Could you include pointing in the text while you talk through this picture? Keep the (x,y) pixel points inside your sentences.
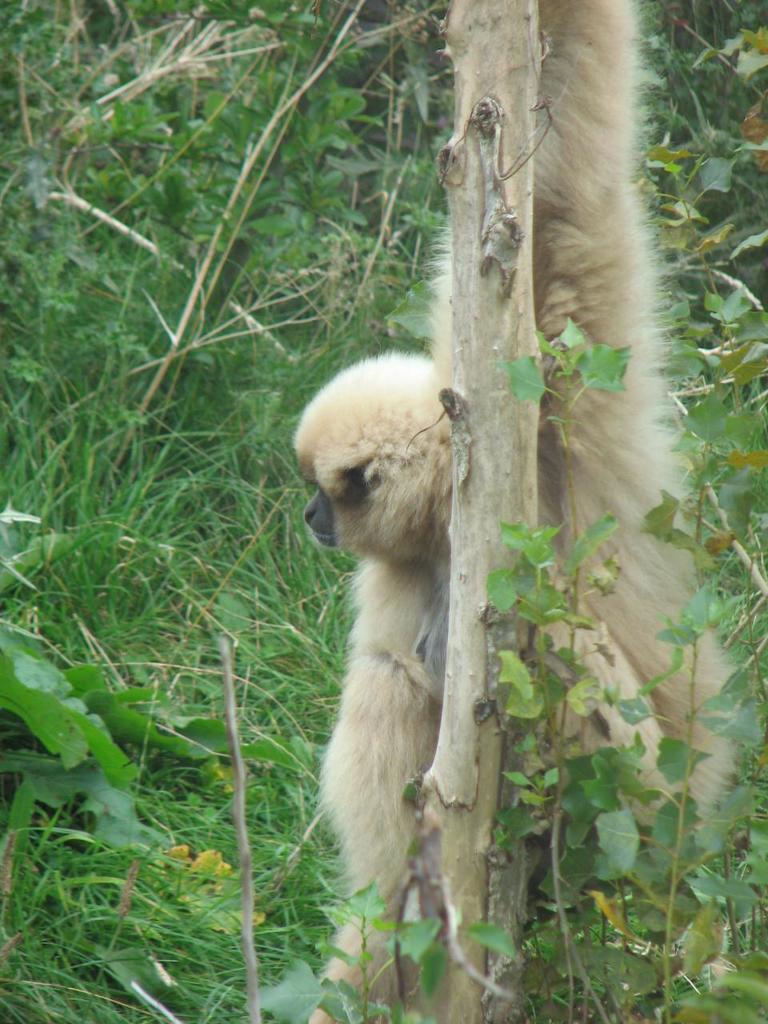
In this picture I can see there is a monkey (351,737) here and it is holding a tree (514,423) and there is grass (179,778) and there are plants (721,318).
